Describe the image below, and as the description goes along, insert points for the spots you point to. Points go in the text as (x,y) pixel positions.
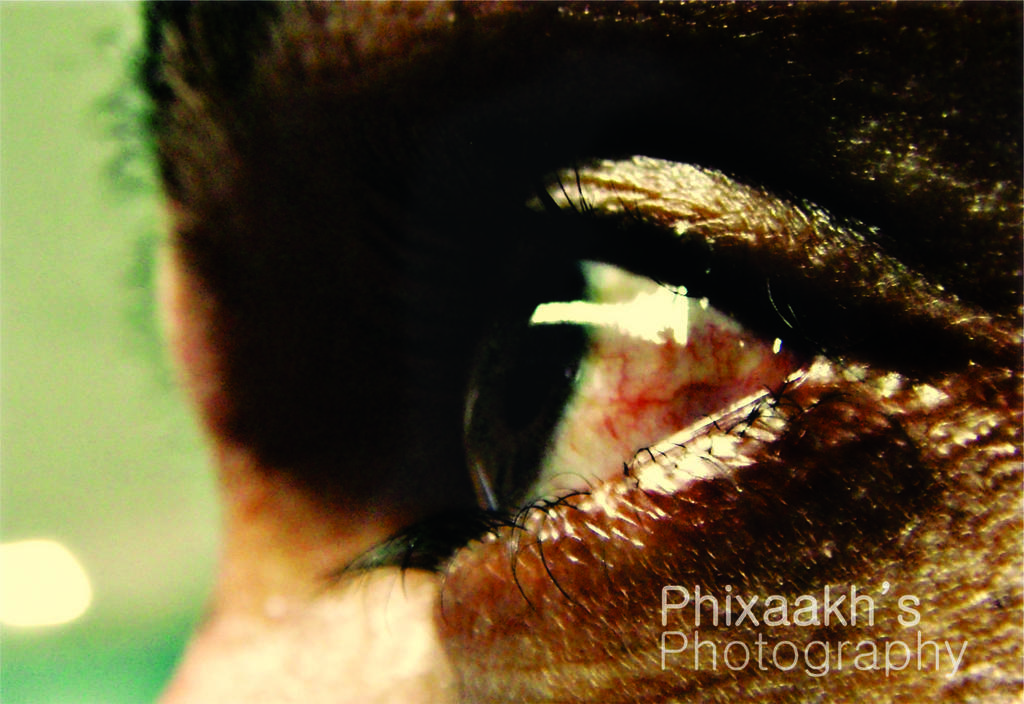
In the picture I can see a closer view of a person's face (516,533) where I can see the eye (524,483). The background of the image (4,514) is in green color. Here we can see the watermark (789,658) at the bottom right side of the image (805,654).
